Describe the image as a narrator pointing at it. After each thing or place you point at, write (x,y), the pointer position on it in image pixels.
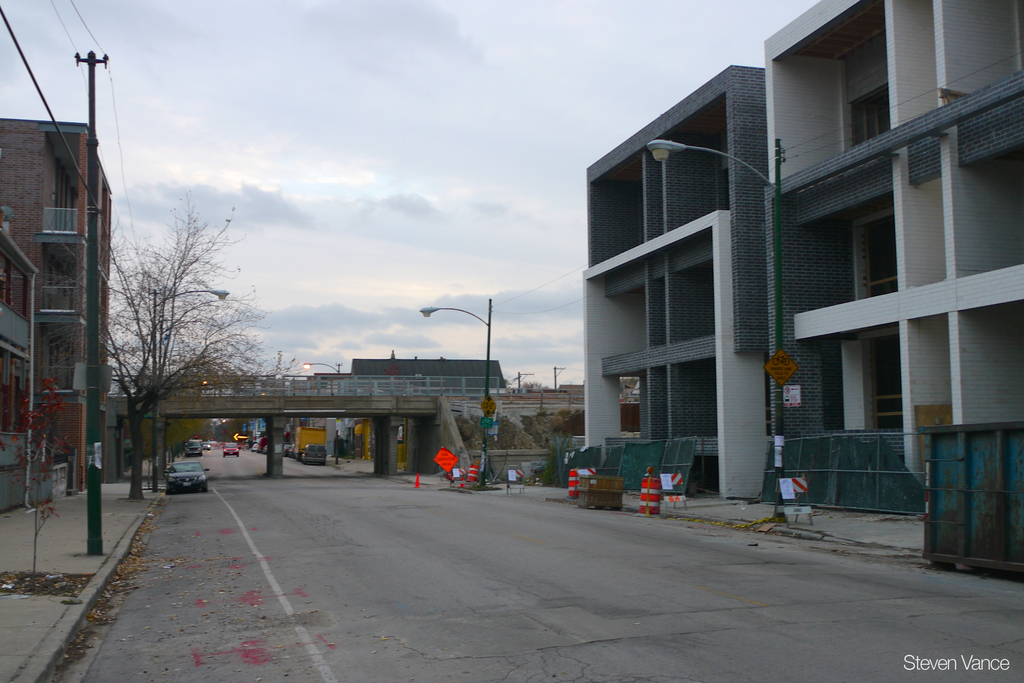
In the picture we can see a road (394,632) on the either sides of the road (333,596) we can see buildings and on the path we can see street lights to the poles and in the background (391,409), we can see a bridge (366,409) with a railing (229,390) to it and behind it we can see a sky (295,262) with clouds (440,335).
